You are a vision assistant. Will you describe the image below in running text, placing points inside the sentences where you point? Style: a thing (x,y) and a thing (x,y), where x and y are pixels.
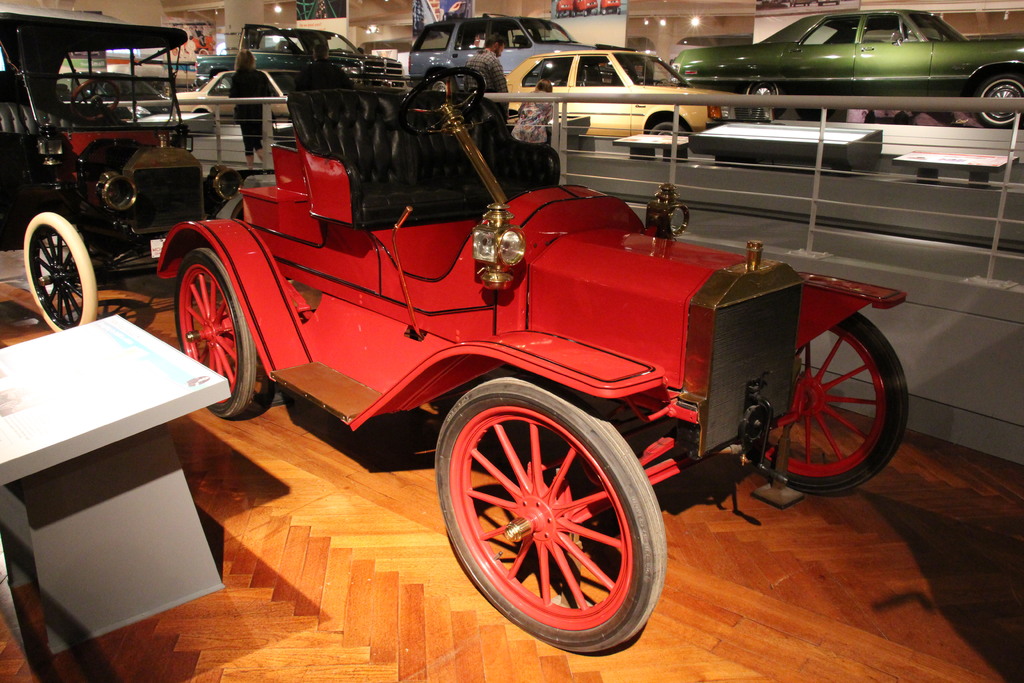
There are two antique cars (96,185) on the floor (348,527) of a museum (279,572). Behind the cars (456,255) there are railings (675,128). In the back (587,72) there are vehicles (688,67). Also there is a wall (727,15) in the background (734,23). And on the left side (142,355) there is a table (94,432).
